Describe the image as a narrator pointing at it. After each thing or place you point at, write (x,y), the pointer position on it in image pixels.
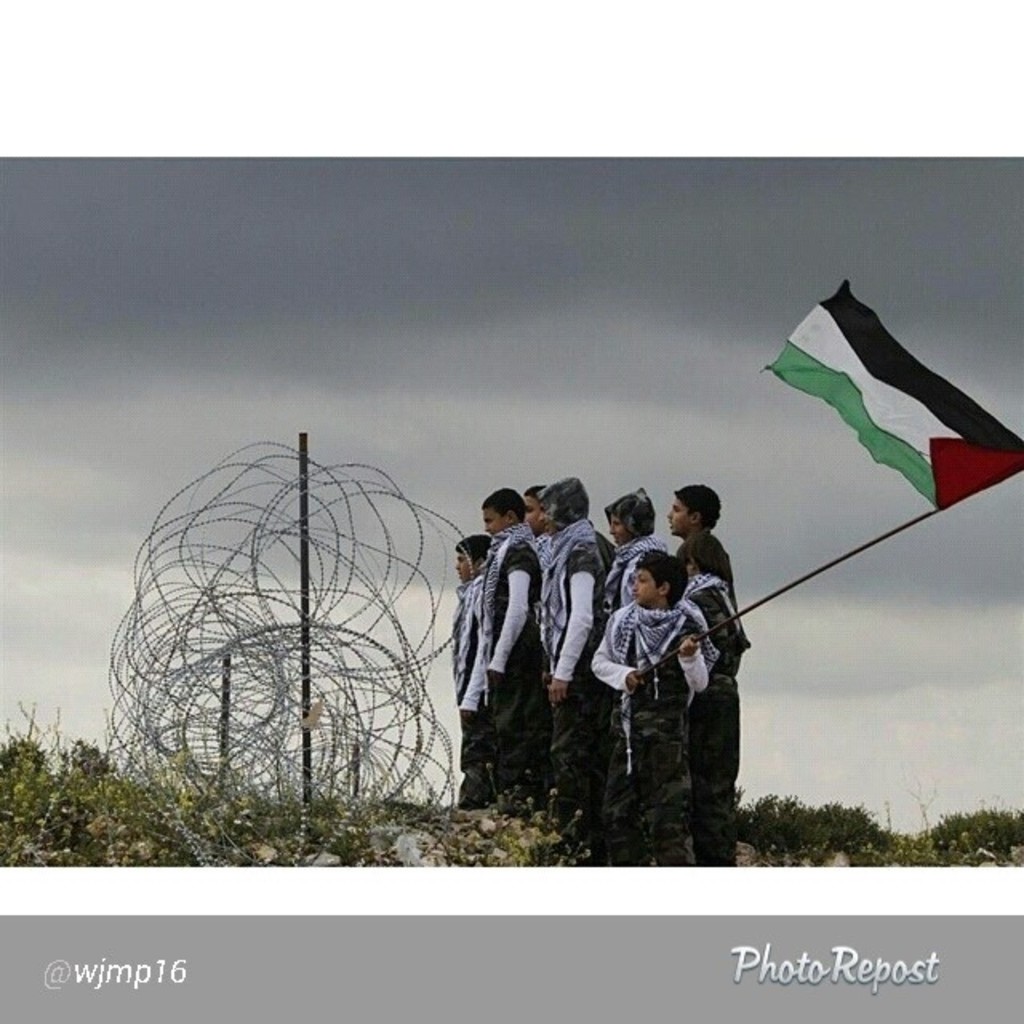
In this image I can see group of people (527,746) standing. In front (648,695) the person (619,632) is holding a flag (922,478) and the flag (924,465) is in white, black, green and red color. Background (9,721) I can see a fencing (370,730), grass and plants (924,825) in green color and the sky (491,296) is in white and gray color.
